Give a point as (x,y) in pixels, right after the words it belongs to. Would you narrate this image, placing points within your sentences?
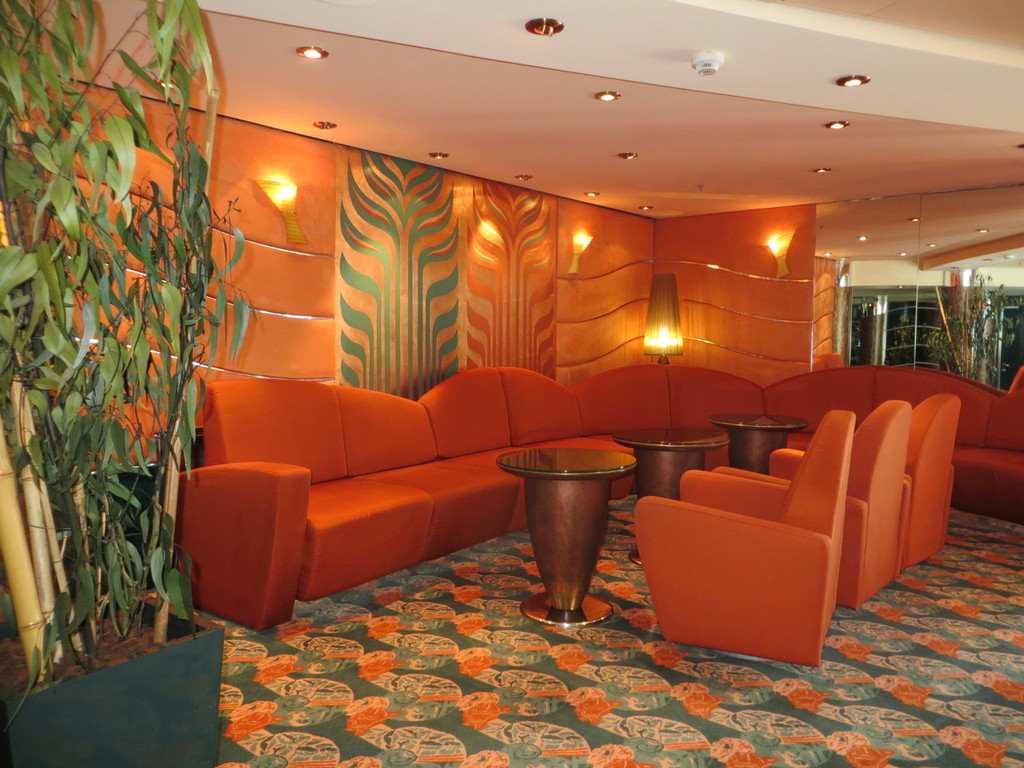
in this image the many things (746,466) are there inside the room (741,365) like sofas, trees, pots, tables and chairs (723,503) behind the sofa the light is there and the back ground is full of light (657,337).
